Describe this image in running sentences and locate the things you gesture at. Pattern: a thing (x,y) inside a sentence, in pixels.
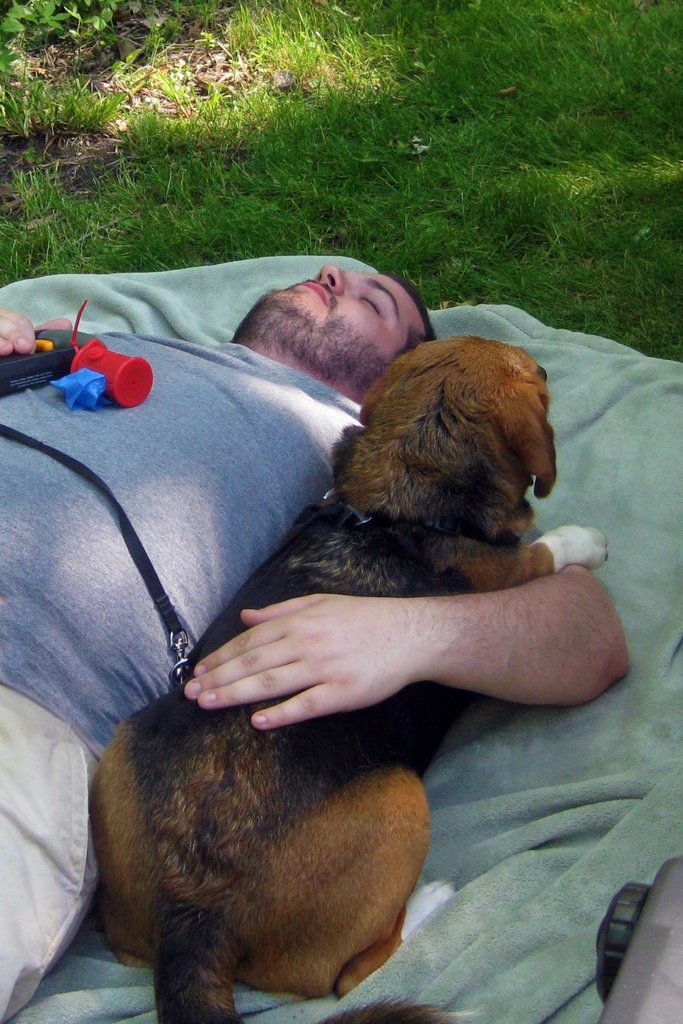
In this image In the middle (252,458) there is a man (177,426) he is sleeping he wears t shirt (93,645) and trouser (69,799) he holds a dog (253,819). In the background (453,215) there is a grass (490,181) and bed sheet (630,455).
